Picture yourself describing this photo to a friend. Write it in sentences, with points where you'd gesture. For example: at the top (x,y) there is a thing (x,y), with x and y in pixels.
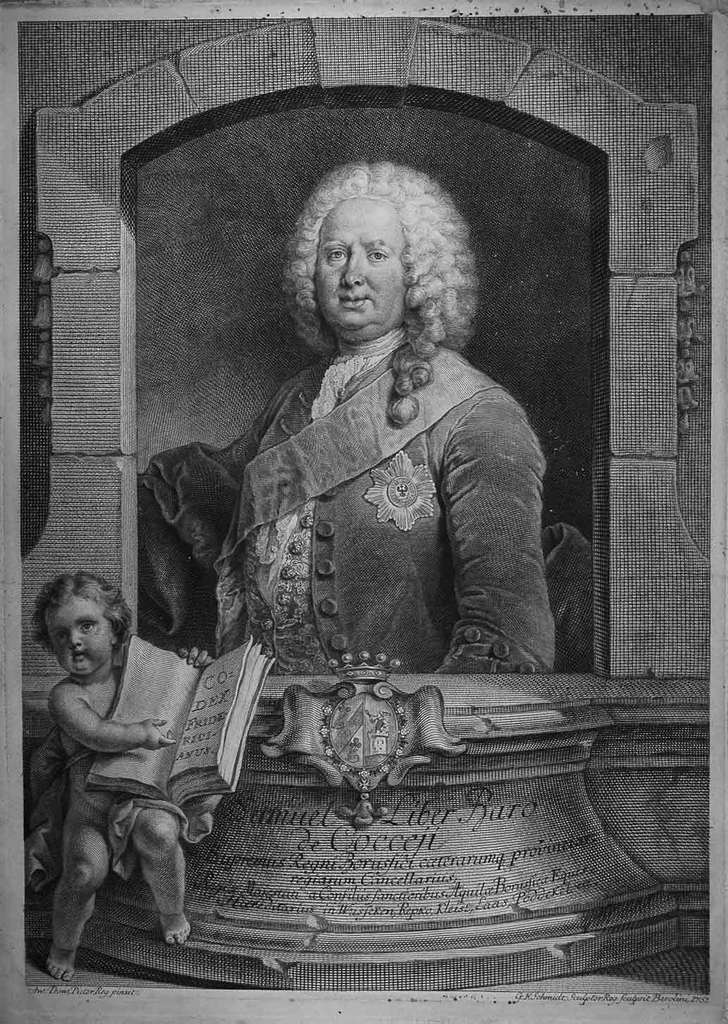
In this image we can see picture (392,486) of a person (392,486) on the wall (614,192). On the left side (66,877) we can see a kid (66,941) holding a book (246,733) and there is written on the platform (468,806).
